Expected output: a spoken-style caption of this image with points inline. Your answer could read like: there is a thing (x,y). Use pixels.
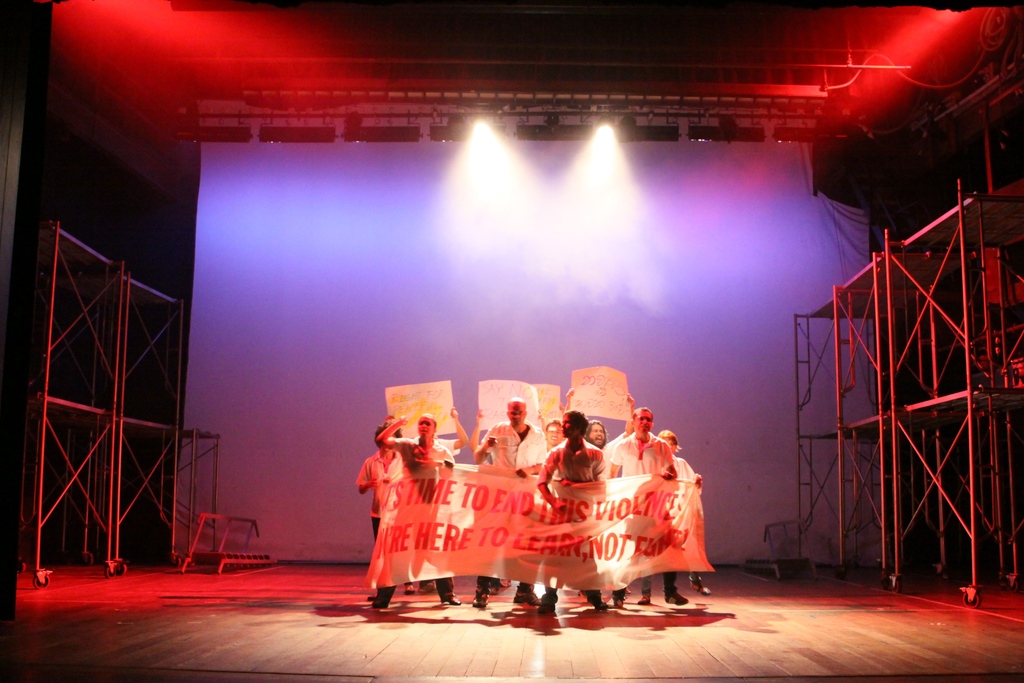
In this picture I can see group of people (650,436) standing on the stage (328,649) and holding the papers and a banner (673,519), there are focus lights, iron rods (903,408) and some other items (989,109).
